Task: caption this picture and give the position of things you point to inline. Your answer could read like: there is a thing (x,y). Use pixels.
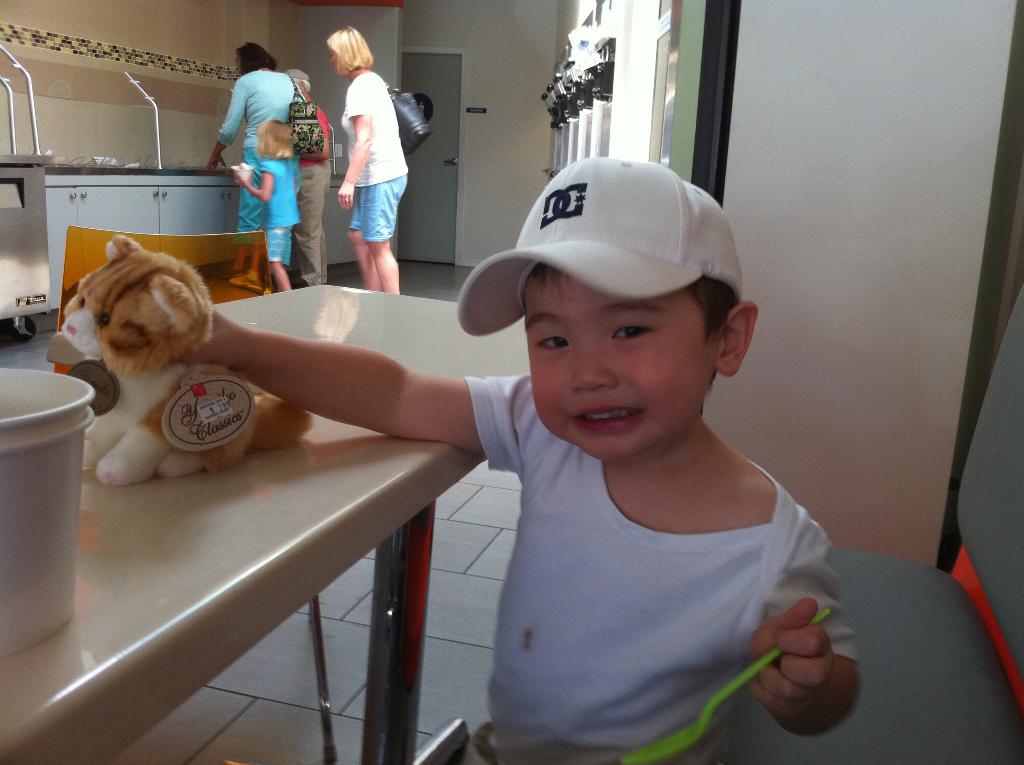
The kid (571,605) wearing white shirt (578,590) is holding a toy (94,335) in his right hand (187,352) which is on the table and there are few people (353,110) behind him.
